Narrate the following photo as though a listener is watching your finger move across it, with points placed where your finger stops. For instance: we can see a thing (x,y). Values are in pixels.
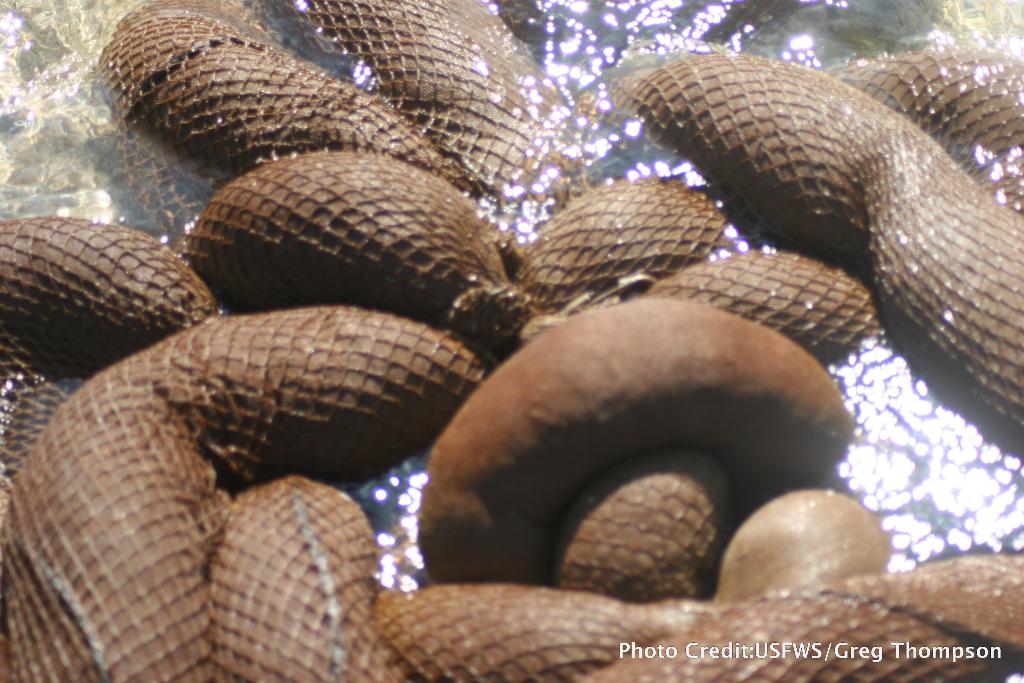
In the center of the image (493,402) we can see an object (585,374) in the water (901,395).
